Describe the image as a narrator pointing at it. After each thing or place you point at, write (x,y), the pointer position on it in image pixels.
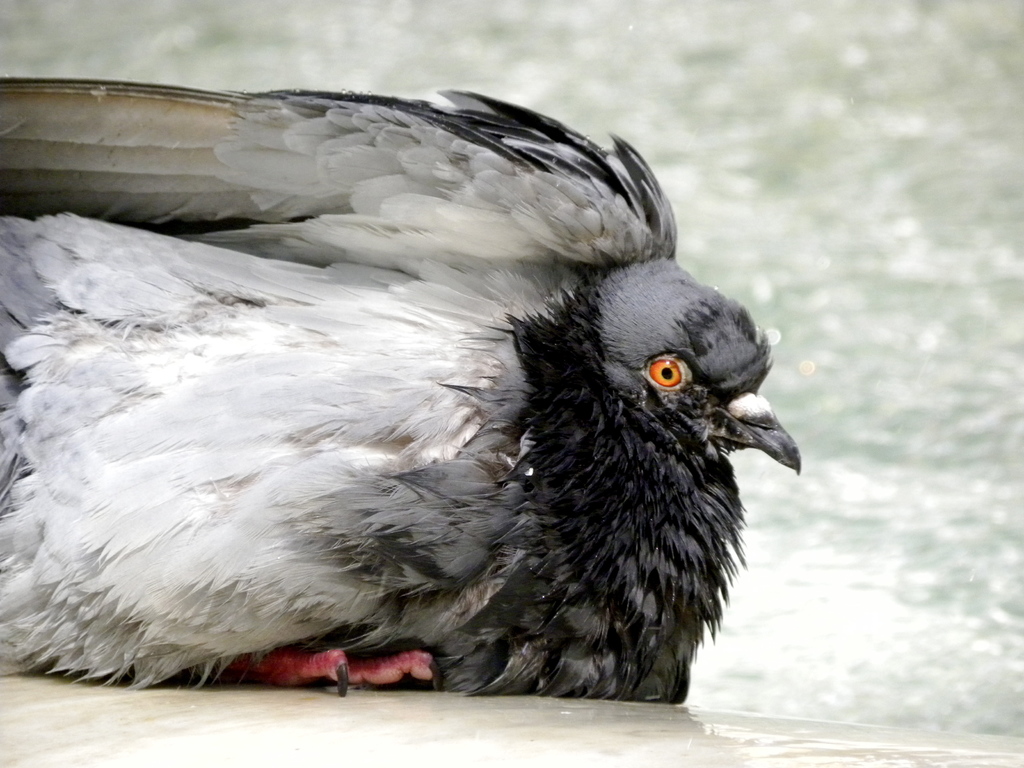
In this image, we can see a bird (492,342). We can see the ground (334,735). In the background (825,367), we can see some water (848,286).
